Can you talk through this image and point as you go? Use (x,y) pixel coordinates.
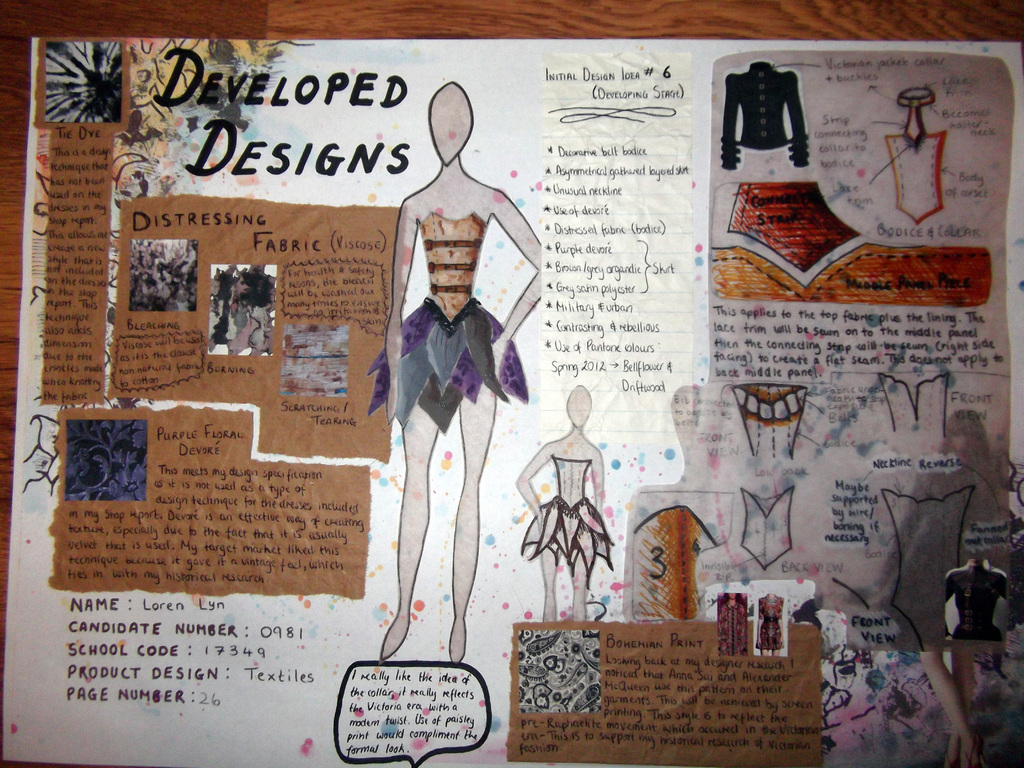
In this image we can see a poster (713,380). On that something is written. Also there are drawings (585,469). And the poster (529,389) is on a wooden surface (108,4).
